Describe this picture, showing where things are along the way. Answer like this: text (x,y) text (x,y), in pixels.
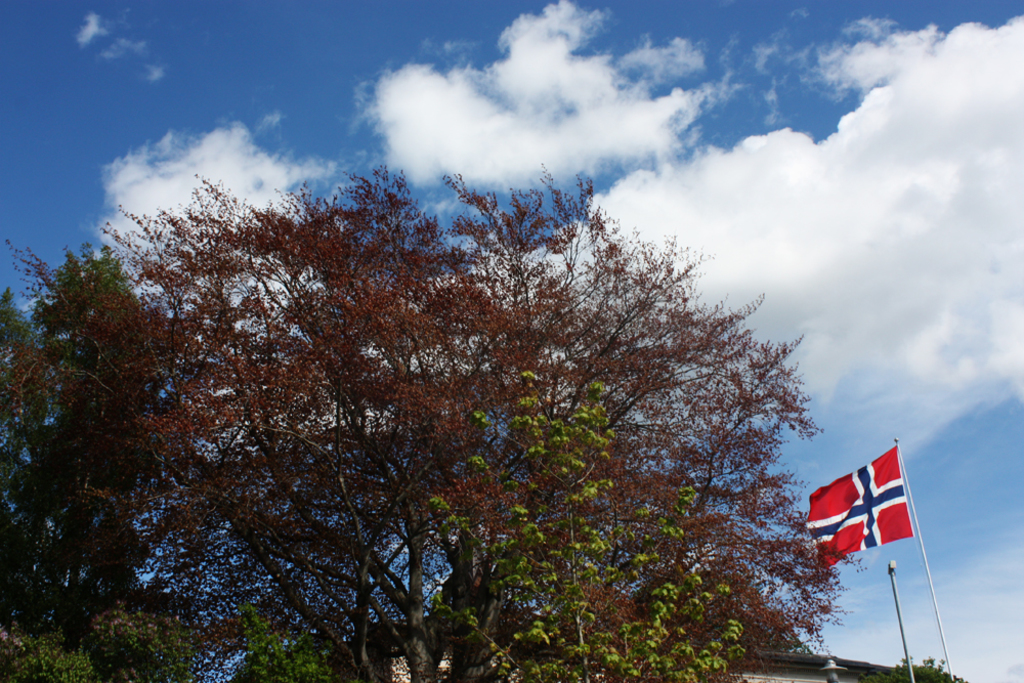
In this image I can see a tree (416,563) which is green and brown in color and a flag (885,516). I can see a building (746,677), a pole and the sky (837,230) in the background (289,139).
